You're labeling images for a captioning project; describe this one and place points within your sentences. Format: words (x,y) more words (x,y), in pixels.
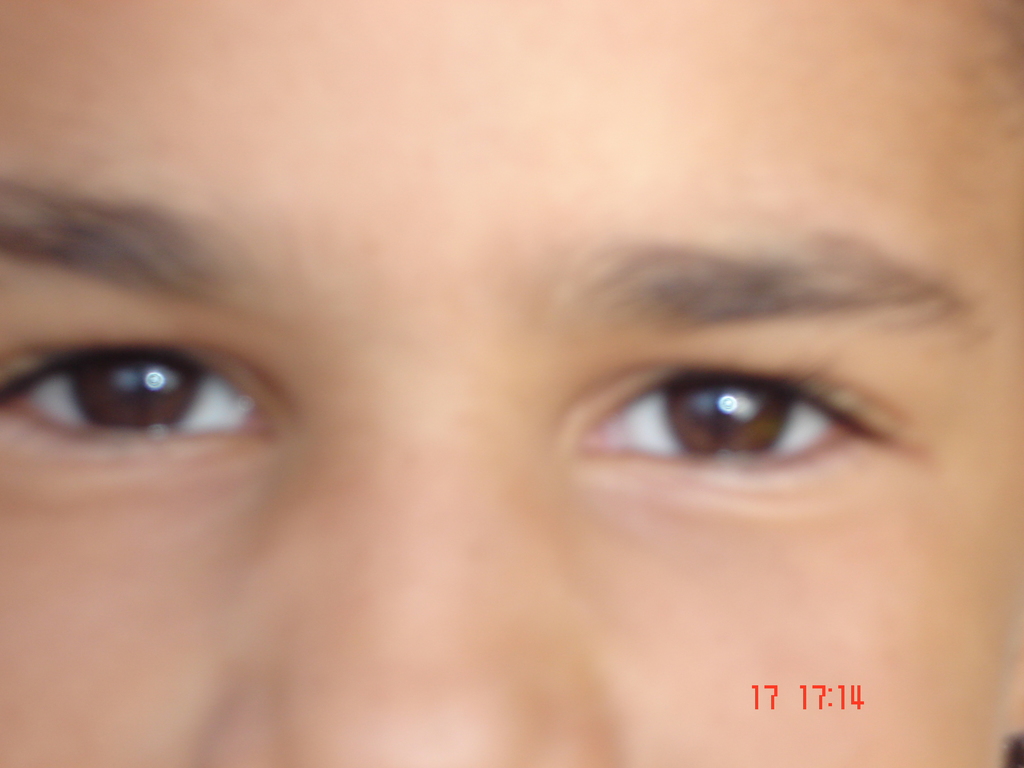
In this image I can see a person's eyes (752,405) and nose (396,729). On the right bottom of the image (830,694) I can see few numbers (814,699) in red color.
